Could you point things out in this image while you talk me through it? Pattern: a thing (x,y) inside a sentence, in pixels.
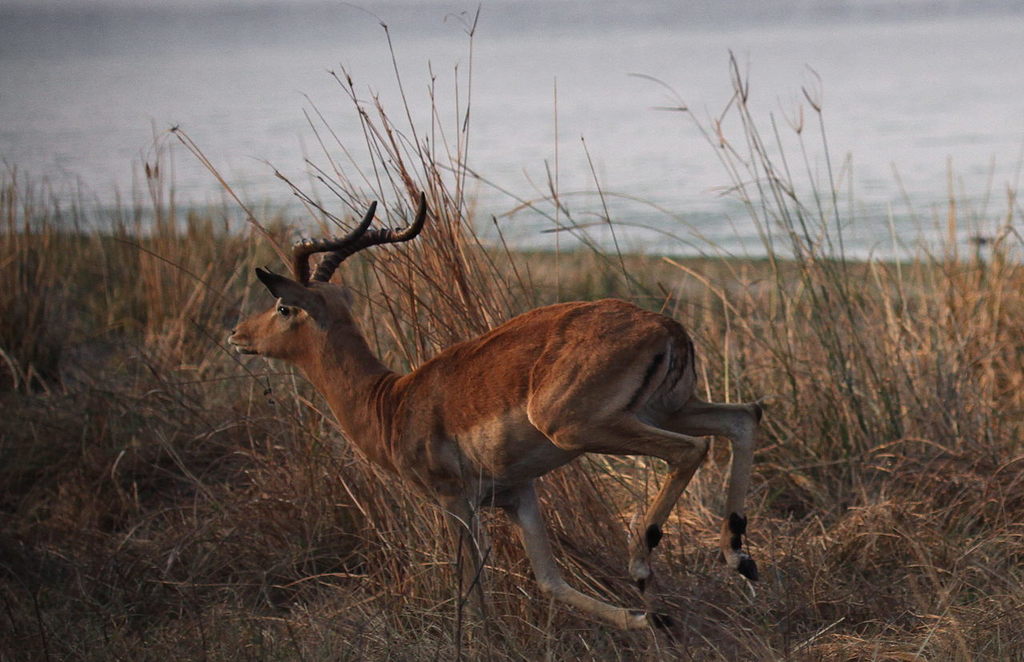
In this image we can see a deer (520,394) running on the ground (490,595). In the background (965,349), we can see grass (146,294) and water (355,170).
